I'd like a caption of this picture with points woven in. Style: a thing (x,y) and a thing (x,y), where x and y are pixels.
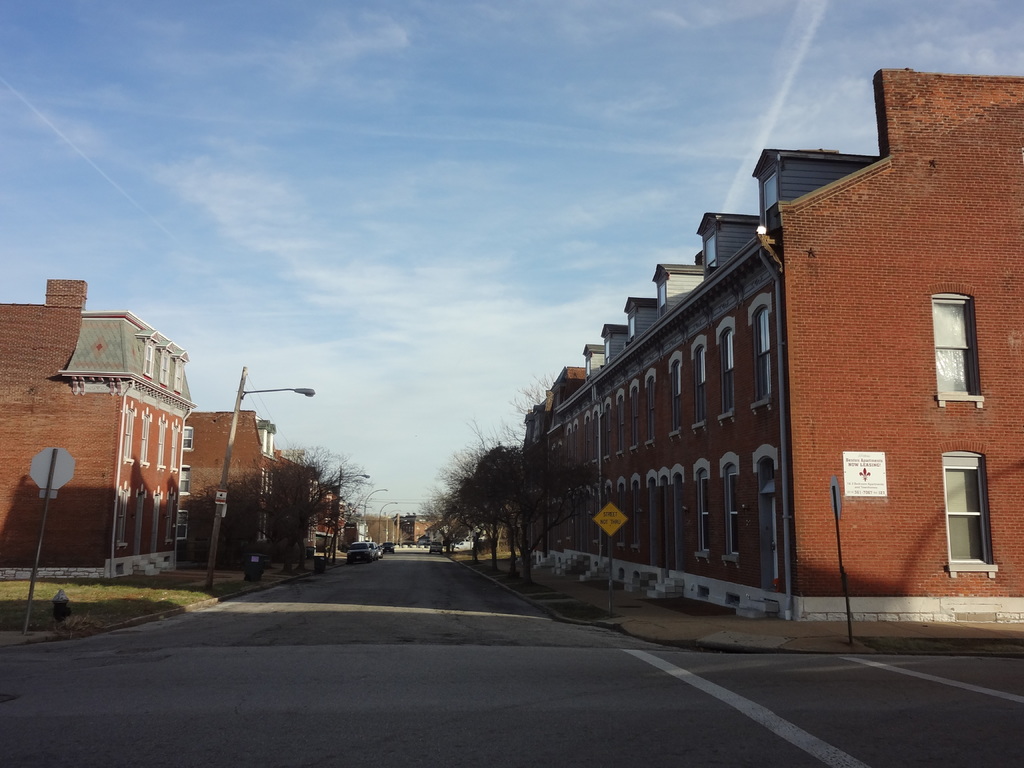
In this image we can see buildings (669,444), motor vehicles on the road (389,641), sign boards (609,518), street poles (233,442), street lights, trees (534,475) and sky (296,297) with clouds (606,269).
